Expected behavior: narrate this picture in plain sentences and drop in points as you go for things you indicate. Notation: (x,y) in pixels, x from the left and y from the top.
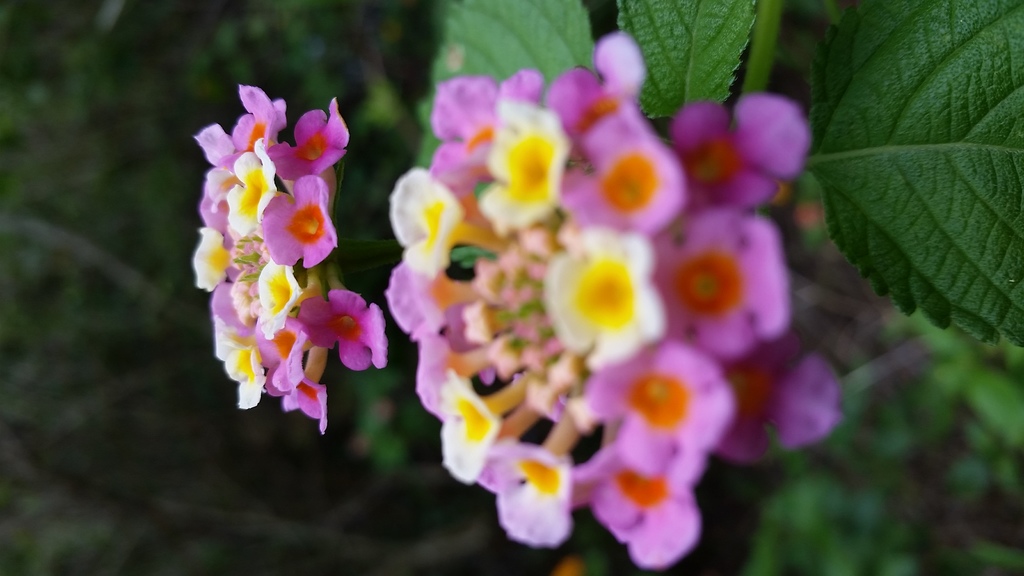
In the image we can see flowers (551,202) of different colors. Here we can see the leaves (907,102) and the left side (185,466) part of the image is blurred.
